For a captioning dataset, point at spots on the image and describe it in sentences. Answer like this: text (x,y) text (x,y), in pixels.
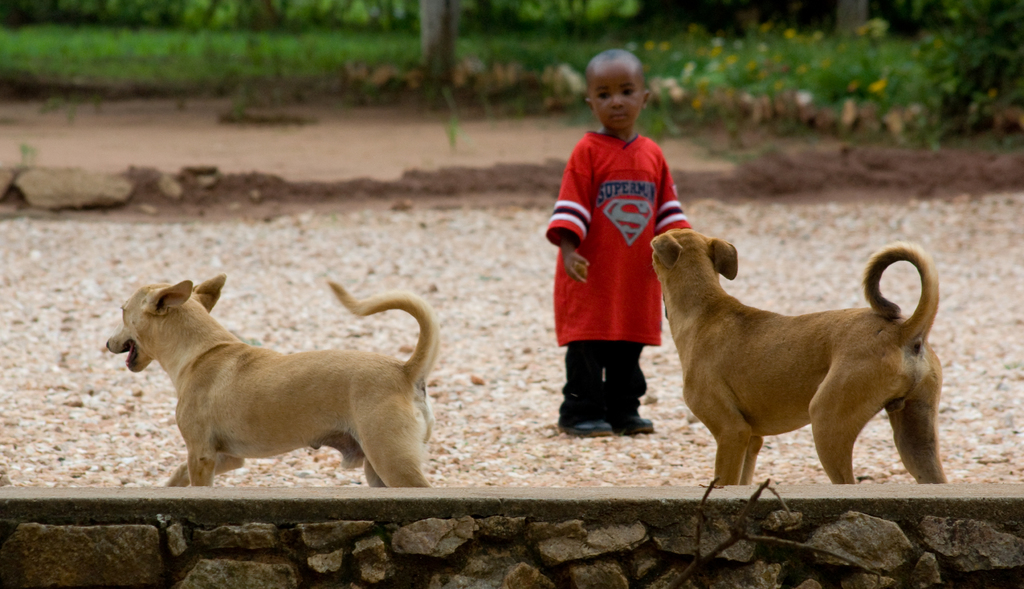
This image is taken outdoors. In the background (154,62) there are a few plants (491,56) and trees (432,22) on the ground (336,131). At the bottom of the image (129,528) there is a wall (645,545). In the middle of the image (673,274) there are two dogs (719,288) walking on the ground (661,443) and there is a kid (612,220) standing on the ground (693,428).
